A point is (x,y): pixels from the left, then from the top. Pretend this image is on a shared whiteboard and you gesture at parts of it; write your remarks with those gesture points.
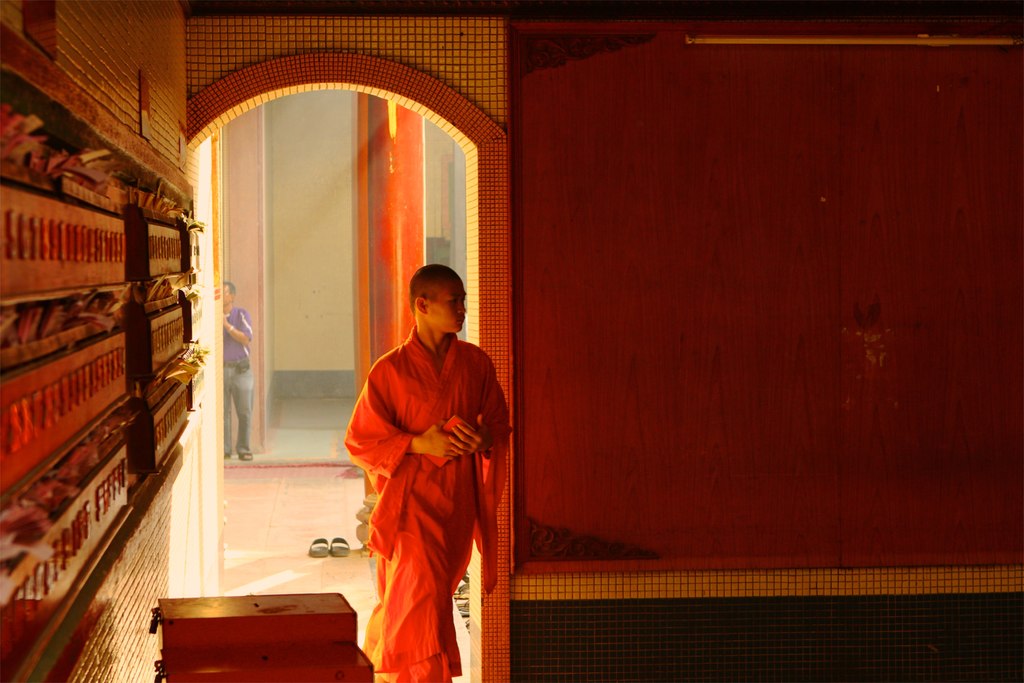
In this image, we can see two people (364,437). Left side of the image (163,406), we can see some object (134,284). Here there is a wall (668,366). Background (388,239) we can see a pillar (397,248). At the bottom of the image (316,660), we can see some box (292,658), footwear (345,550). Here a person (426,452) is holding some object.
